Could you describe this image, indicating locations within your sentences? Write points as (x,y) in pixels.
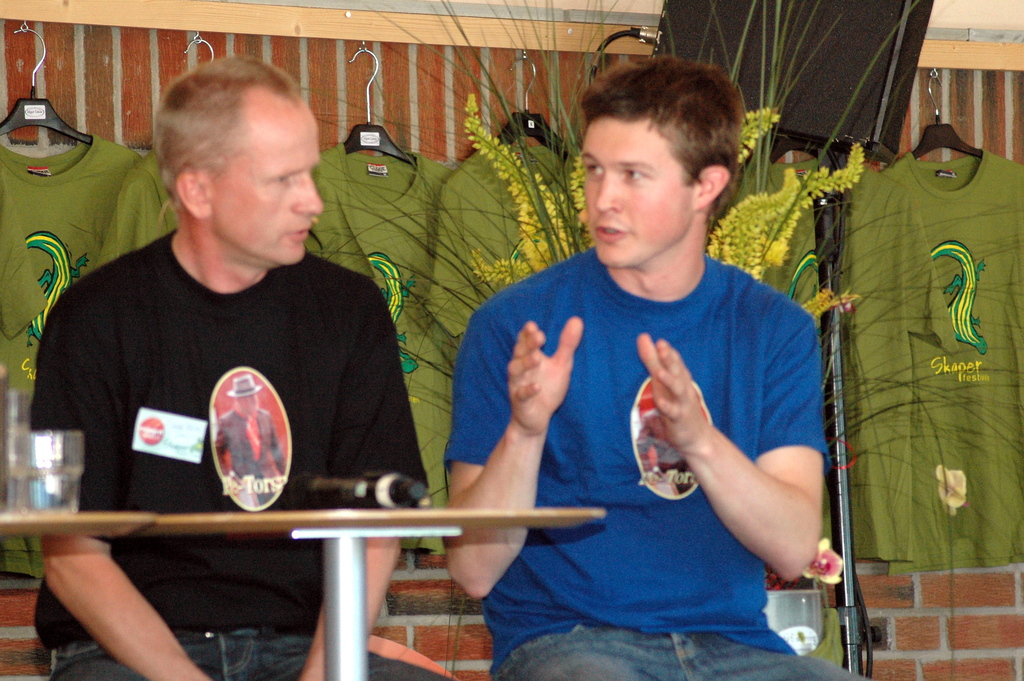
In this picture there is a boy (752,432) wearing blue color t-shirt (712,515) is sitting and explaining something. Beside there is a old man (354,370) wearing black t-shirt (358,443) and listening to him. Behind there are many green color t-shirt (414,204) hanging on the wall (1022,121).
